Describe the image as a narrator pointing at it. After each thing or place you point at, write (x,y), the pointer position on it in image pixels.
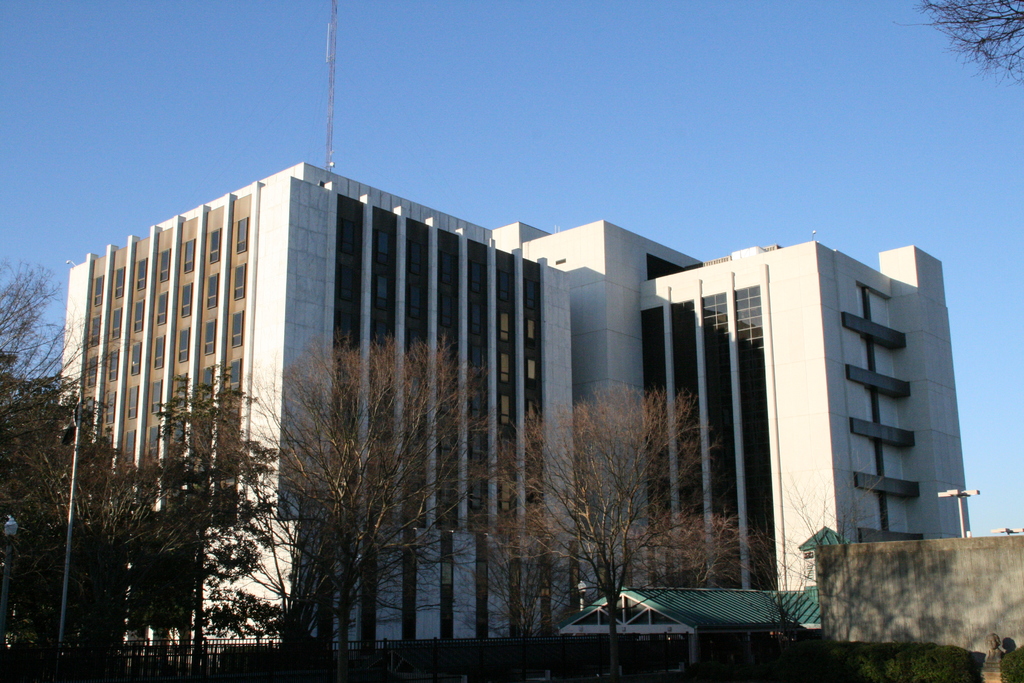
In this image we can see tower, sky (241,121), buildings (294,282), trees (197,473), poles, grill (240,644), shed (716,594), bushes (897,658) and a statue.
